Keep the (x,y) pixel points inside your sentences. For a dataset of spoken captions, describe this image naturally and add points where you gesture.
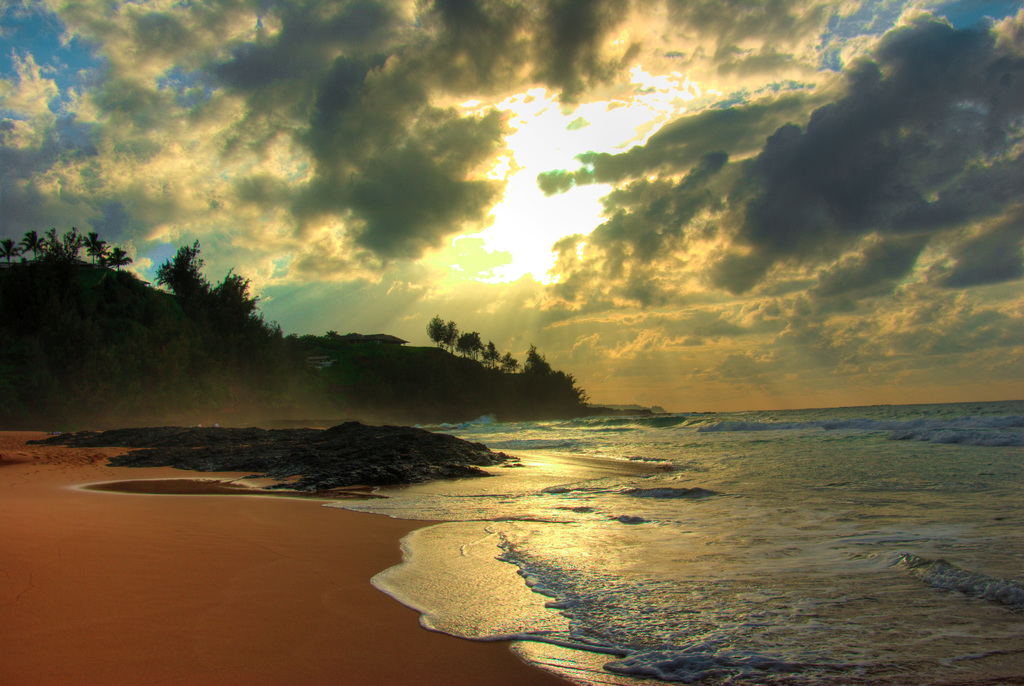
In this image at the bottom (679,529), there are waves (776,557), water (754,570), sand (414,623). In the middle (540,375) there are hills (100,282), trees (487,366), sky (626,371), sun (554,237), clouds (473,208).
